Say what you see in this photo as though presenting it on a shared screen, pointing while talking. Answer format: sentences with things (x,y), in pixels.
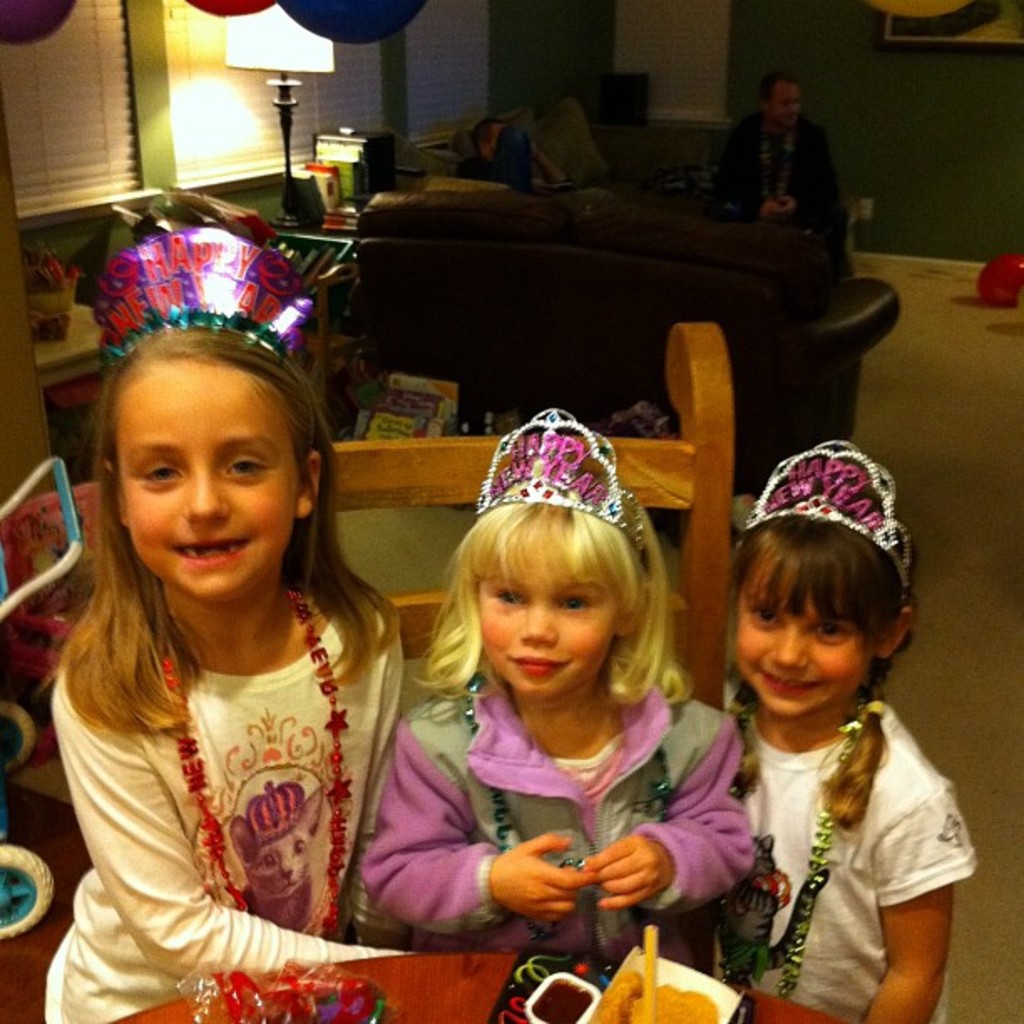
In this image we can see there are three girls (392,720) wearing a crown (578,455) on their head (505,617) and sitting on the chair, in front of them there is a stuff (345,992) on the table (384,984), behind them there is a person (754,176) sat on the sofa (428,220), beside the sofa (524,335) there is a lamp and other stuff (328,173). There are few objects (441,417) placed on the floor (928,388).
